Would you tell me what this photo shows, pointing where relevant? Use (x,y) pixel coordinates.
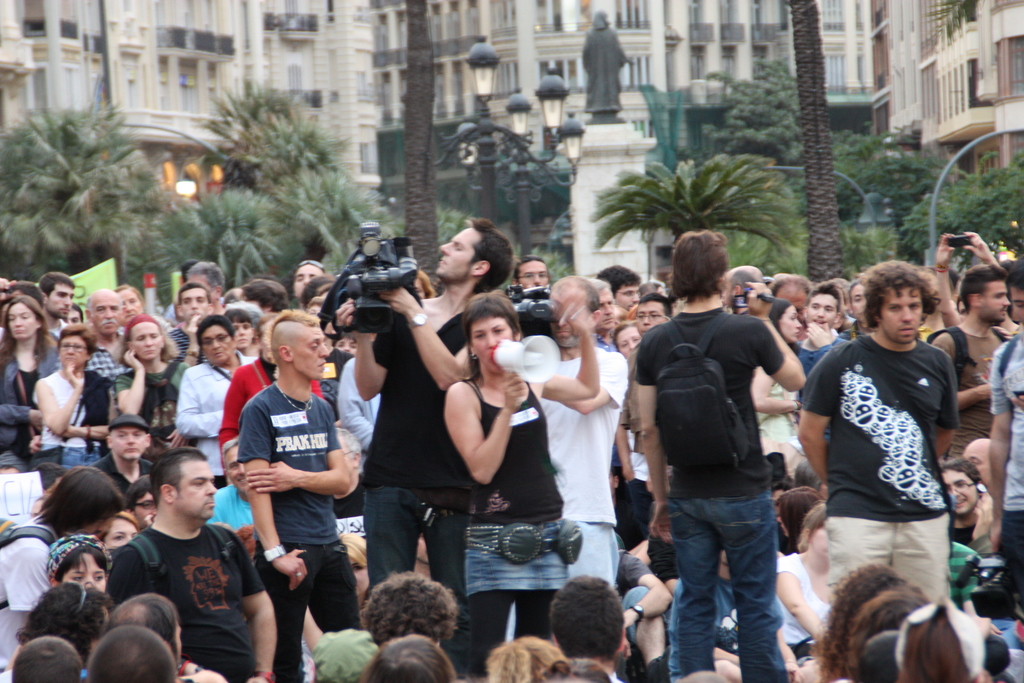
In this image I can see people (421,513) among them some are standing and some are sitting. I can also see some are holding some objects (392,271) in hand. In the background (429,155) I can see trees (682,189), buildings (383,146) and street lights (517,147).
